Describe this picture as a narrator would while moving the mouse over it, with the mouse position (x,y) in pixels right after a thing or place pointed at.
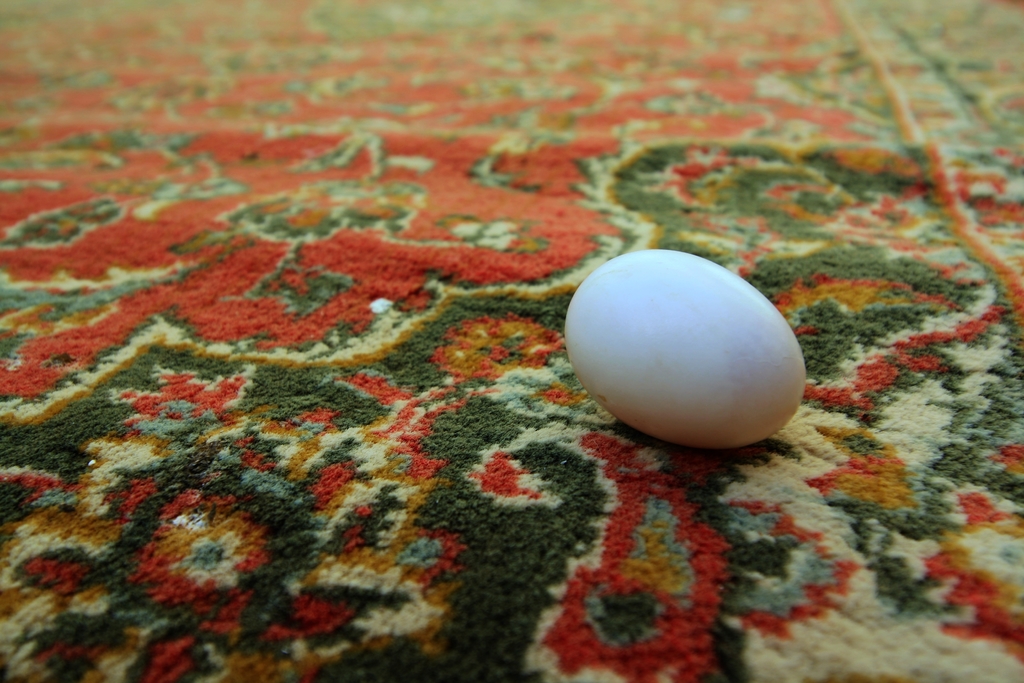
In the picture we can see an egg (619,345) is placed on the carpet (477,654).
